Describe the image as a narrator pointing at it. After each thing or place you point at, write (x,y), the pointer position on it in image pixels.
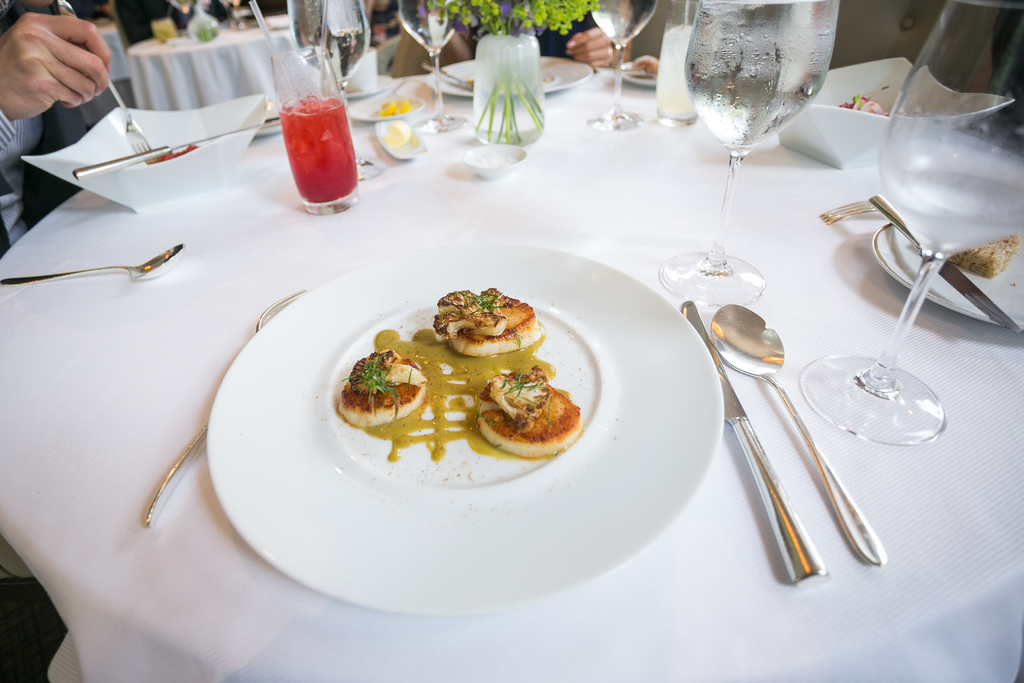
This is a table (116,613) which is covered with a cloth (175,616), where a plate (553,521), a glass (332,187) and spoons (837,482) are kept on it.
